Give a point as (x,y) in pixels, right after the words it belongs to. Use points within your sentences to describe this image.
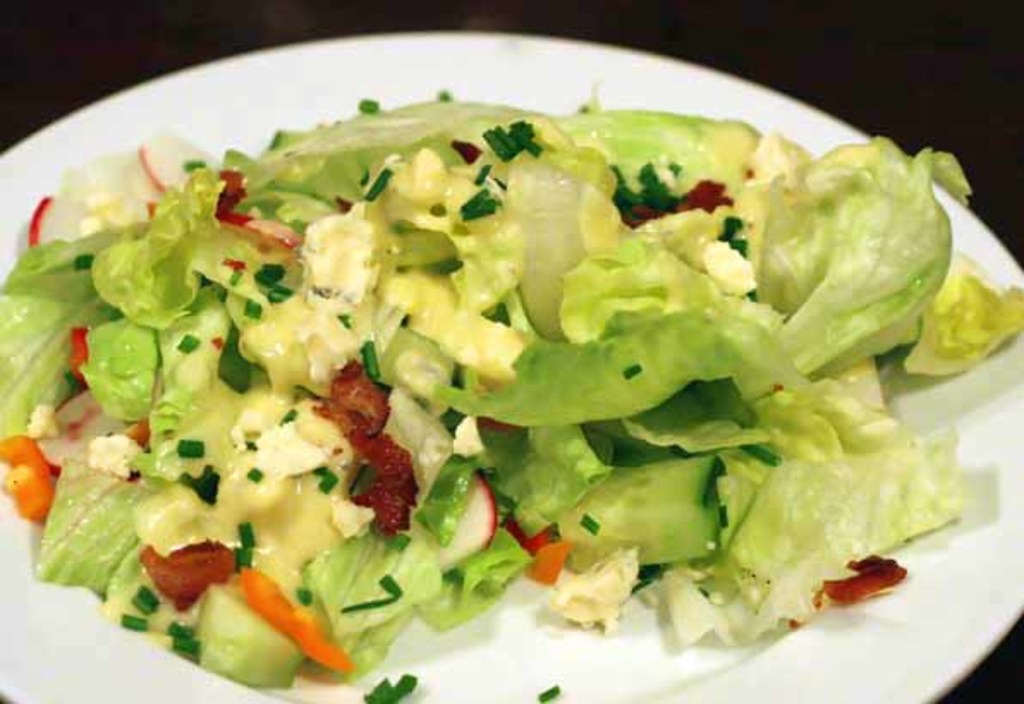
In this image we can see the food item (393,234) on the white plate (939,615) which is on the black surface (872,64).
